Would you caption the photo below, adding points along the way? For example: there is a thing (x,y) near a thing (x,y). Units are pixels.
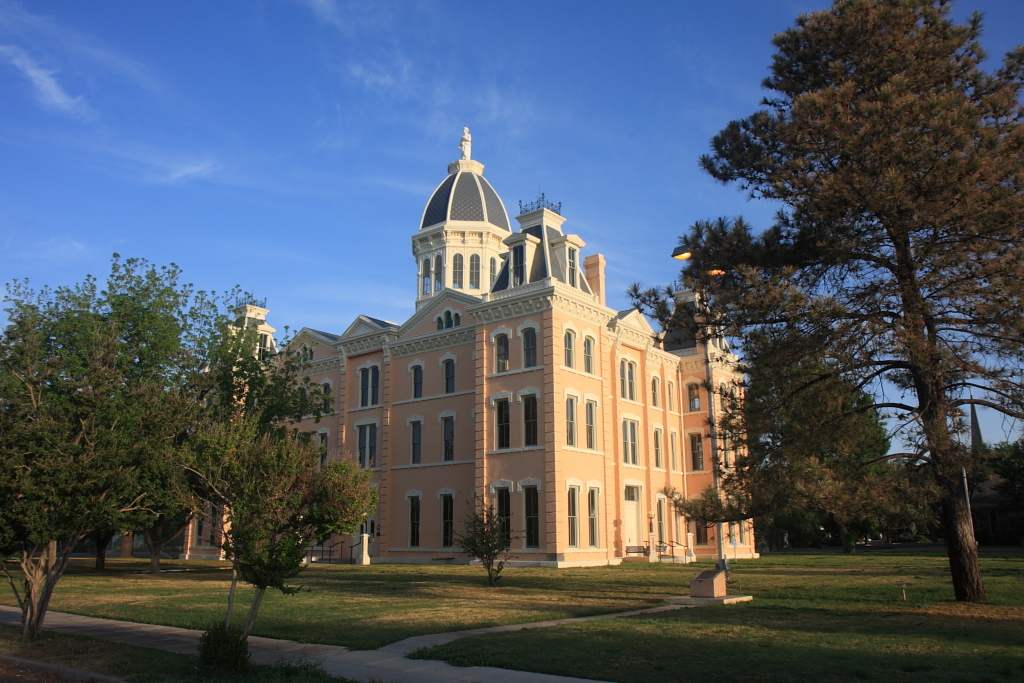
This is an outside view. In the middle of the image (491,434) there is a building (545,398). On the right (888,301) and left side of the image (53,449) there are trees (819,486). At the bottom (654,645), I can see the grass (516,618) on the ground (483,648). At the top of the image (195,103) I can see the sky (395,78) in blue color.
